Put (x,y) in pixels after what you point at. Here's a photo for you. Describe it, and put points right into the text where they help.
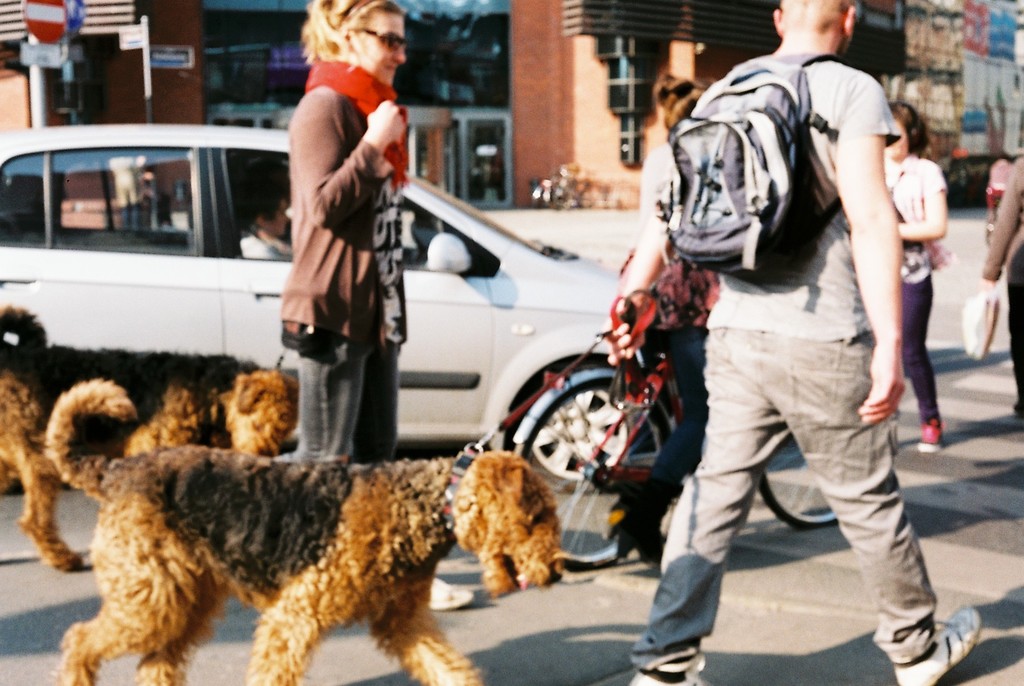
This is outside a street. There are two dogs (243,427) walked by two people (371,390). In the right (742,290) one man (692,525) wearing grey dress (816,398) carrying a backpack (764,115) passing by. There is a car (419,391) going on the road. in the background (501,66) there is building (594,64). There are many person (709,281) walking by the road (18,591). There is a sign board (33,23) in the top left corner of the image (43,35).
